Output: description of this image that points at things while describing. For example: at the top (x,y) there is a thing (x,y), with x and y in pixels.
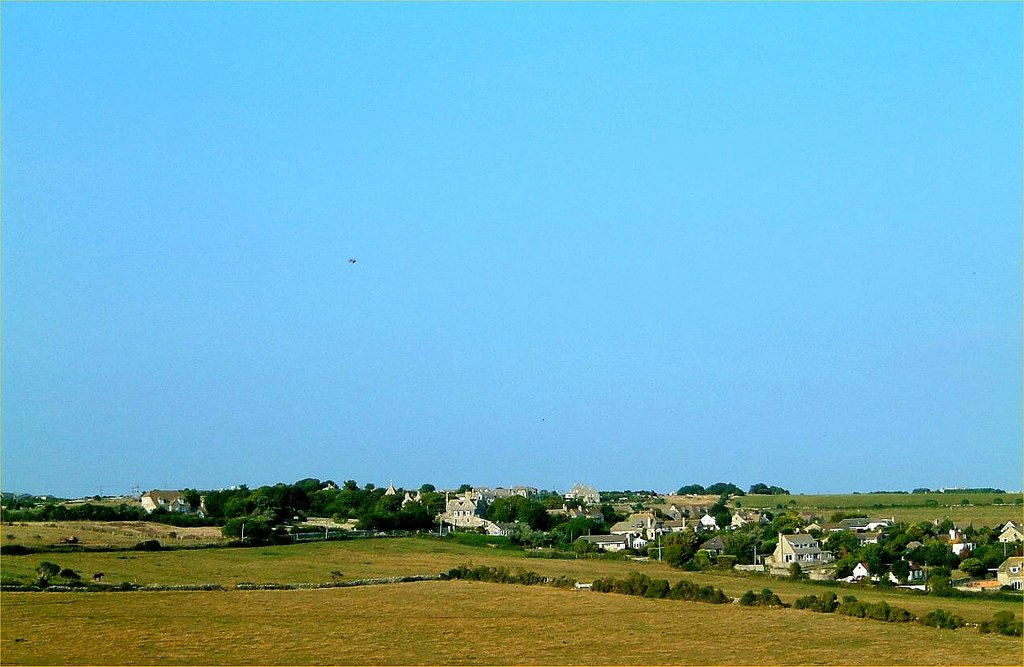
There are trees (233,504), plants (804,607), buildings (507,534) and grass (389,549) on the ground (708,604). In the background (12,478), there is blue sky (460,329).
